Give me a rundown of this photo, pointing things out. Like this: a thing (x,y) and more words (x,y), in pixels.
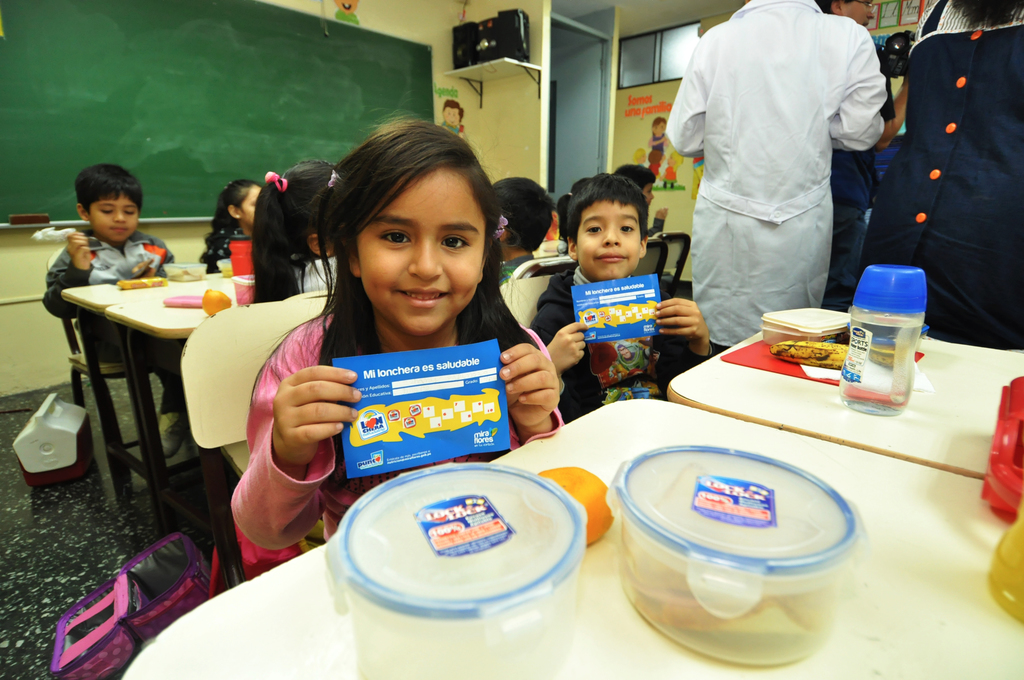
In the image we can see there are kids (441,304) sitting on the chair (256,344) and they are holding papers (652,319) in their hand (677,313). On the table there are water bottle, lunch boxes (623,529), fruits (830,363) and behind there are other people (720,336) standing.
